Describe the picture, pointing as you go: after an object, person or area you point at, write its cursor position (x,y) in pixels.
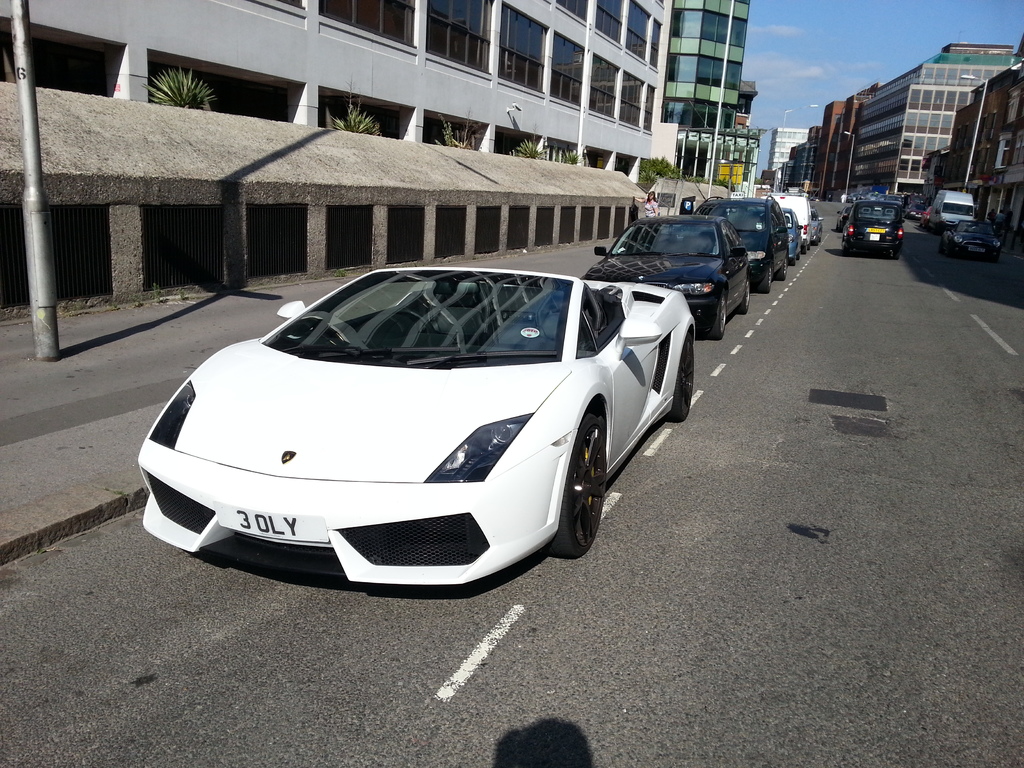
In this picture we can observe some cars (632,294) on the road (806,375). There are some buildings (449,60). In the background (804,82) there is a sky (823,68).
